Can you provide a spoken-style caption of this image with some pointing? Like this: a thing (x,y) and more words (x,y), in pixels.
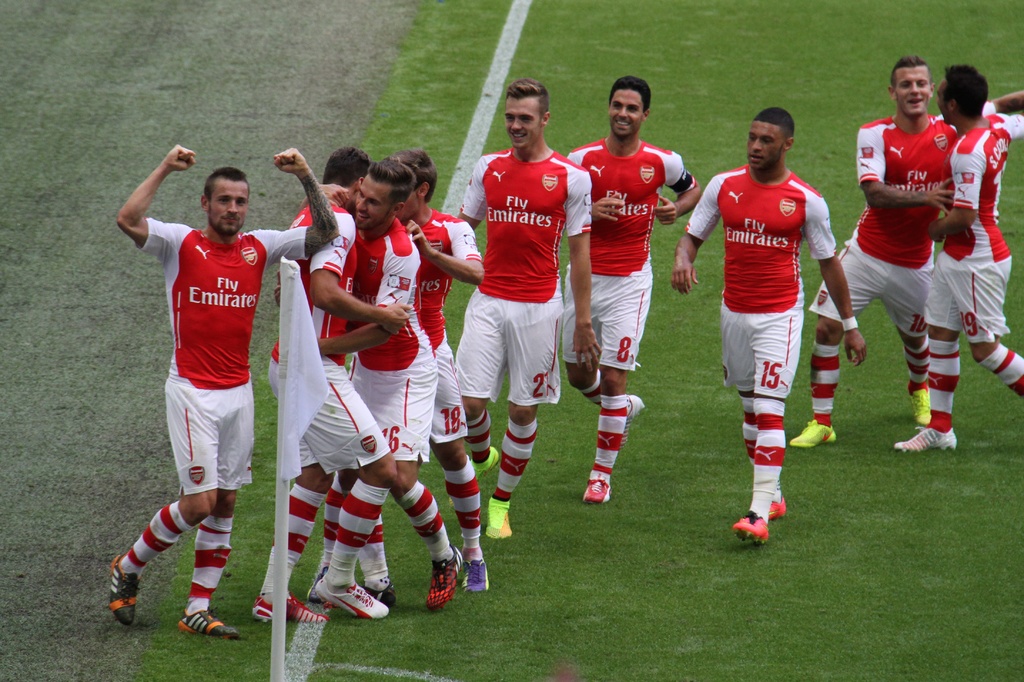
In this image we can see group of person (999,240) wearing dress (365,384) are standing on the ground (670,508). In the foreground (301,319) we can see a flag (287,462) on the pole (274,629).
